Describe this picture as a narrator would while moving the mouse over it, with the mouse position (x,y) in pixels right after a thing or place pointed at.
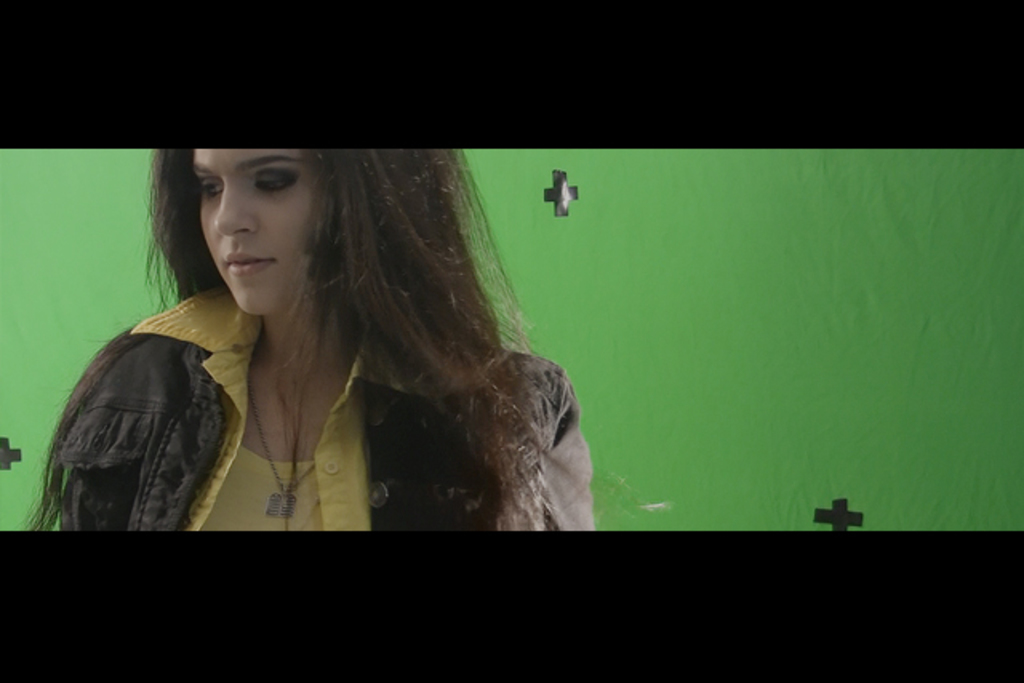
In this image I can see a person (300,511) and the person (587,522) is wearing gray color jacket (92,406) and yellow color shirt (345,452) and I can see green color background (699,290).
